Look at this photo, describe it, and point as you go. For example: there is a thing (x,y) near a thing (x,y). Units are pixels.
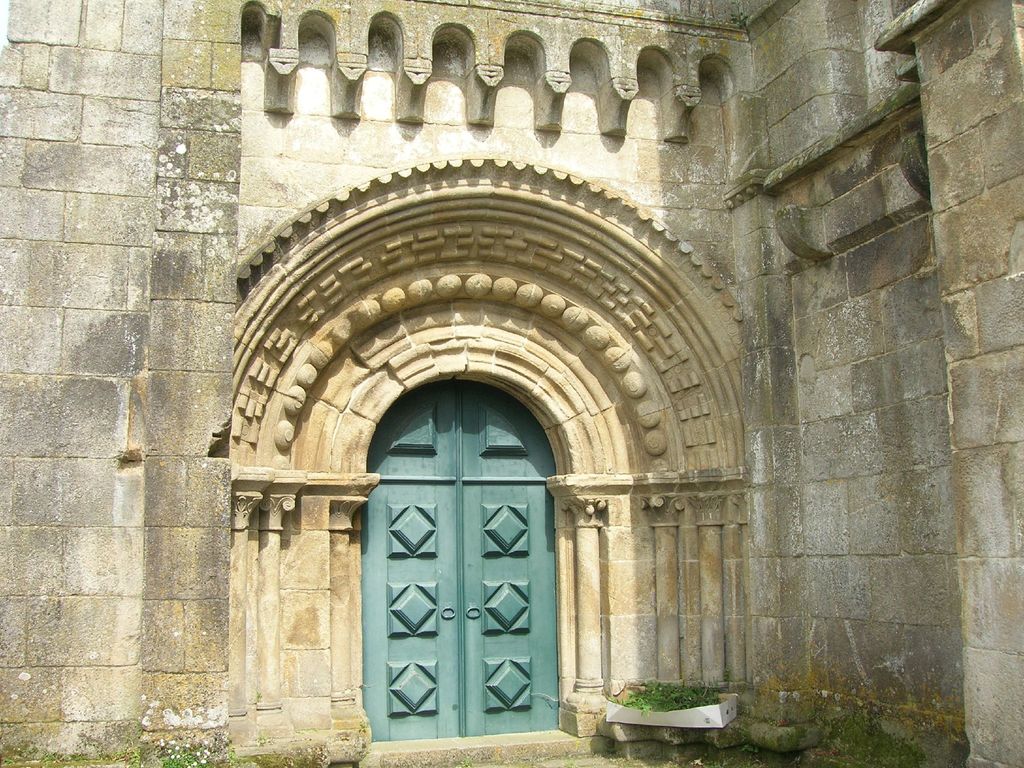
This is a picture of a building (372,252). We can see there is a door (463,560) in the middle of this image (457,445).
